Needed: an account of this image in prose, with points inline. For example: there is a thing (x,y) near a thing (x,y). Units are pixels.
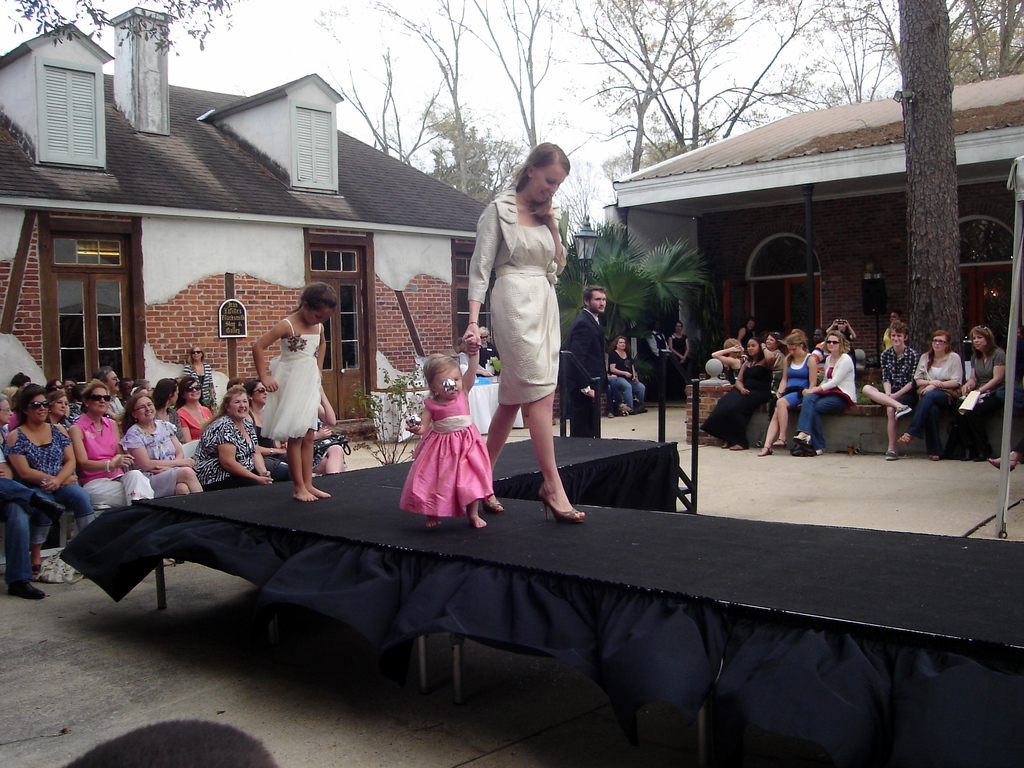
In this image there are many people (905,376) sitting on the chairs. In the center (363,481) there is a ramp (489,544). On the ramp (684,579) there is a woman (485,296) and two kids (439,438) walking. In the background (332,231) there are houses (743,185), trees (608,249) and street light poles (590,233). At the top (380,25) there is a sky (522,55). Beside the ramp (609,441) there is a man (599,353) standing.
